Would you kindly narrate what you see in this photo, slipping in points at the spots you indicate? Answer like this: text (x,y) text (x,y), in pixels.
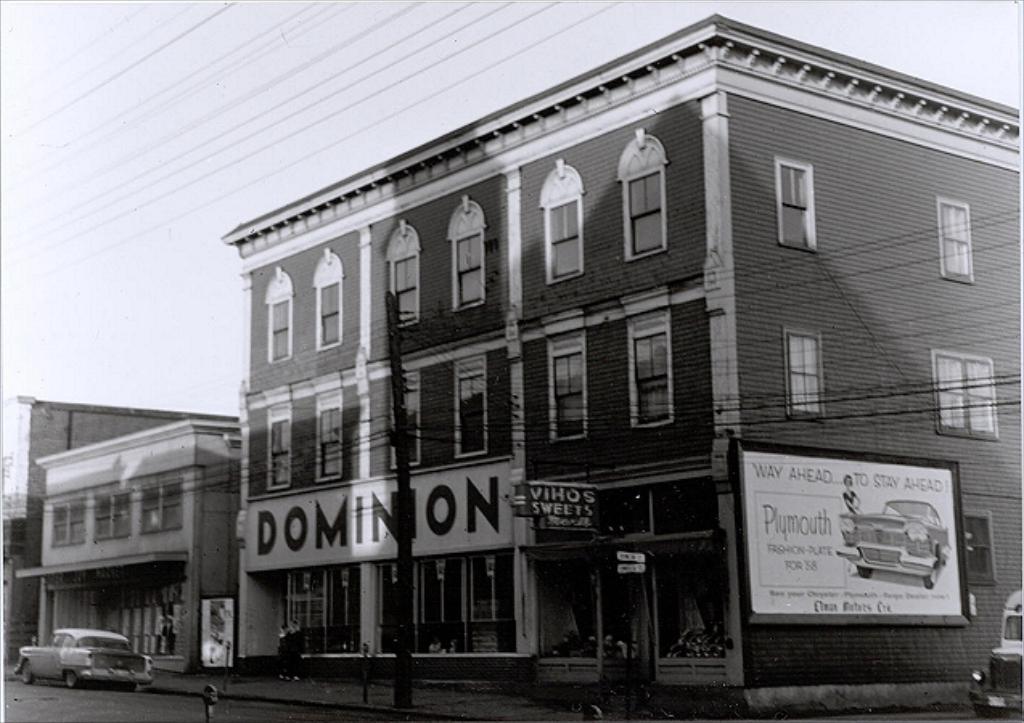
In this image I can see the vehicles (96,676) on the road (203,722). To the side of the road (112,705) I can see the building (480,408) with windows (273,436). There are many boards (302,533) to the building (563,453). In the background (243,113) I can see the sky (309,104). And this is a black and white image.
